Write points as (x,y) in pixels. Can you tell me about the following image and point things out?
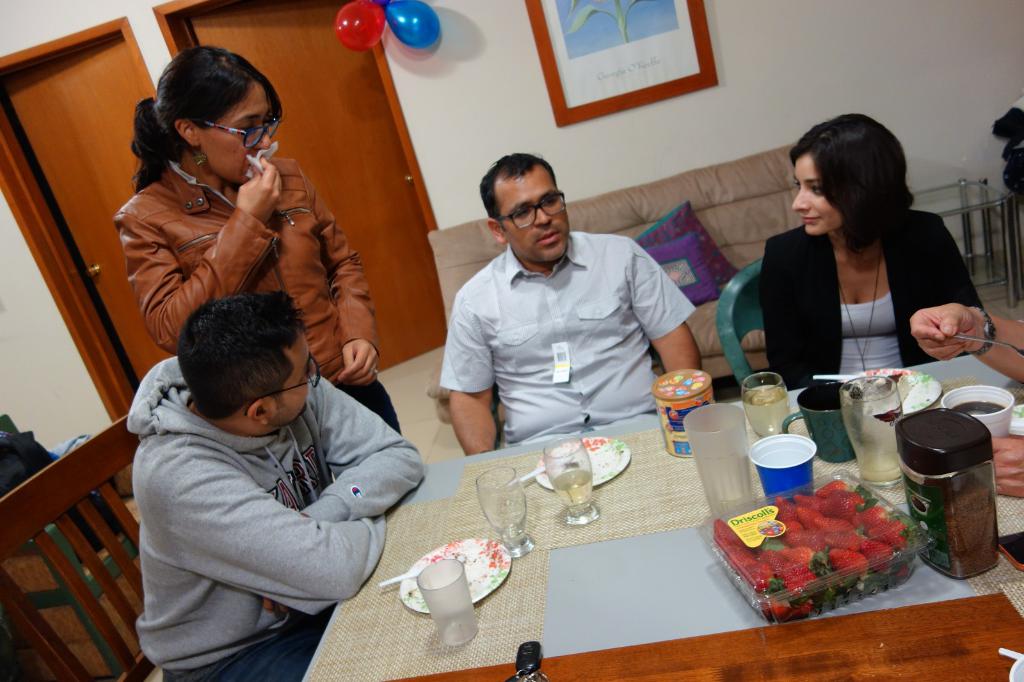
In this picture we can see three persons (513,388) sitting on the chairs (2,517). This is table (618,607). On the table (603,551) there are glasses (517,552), plates (479,576), box (780,525), bottles (927,501), and bowls (977,414). Here we can see a woman (151,170) who is standing on the floor (440,437). She has spectacles (249,133). On the background (776,88) there is a wall (792,45). And this is frame (623,58). And here we can see a door (357,112) and these are the balloons (368,26).
